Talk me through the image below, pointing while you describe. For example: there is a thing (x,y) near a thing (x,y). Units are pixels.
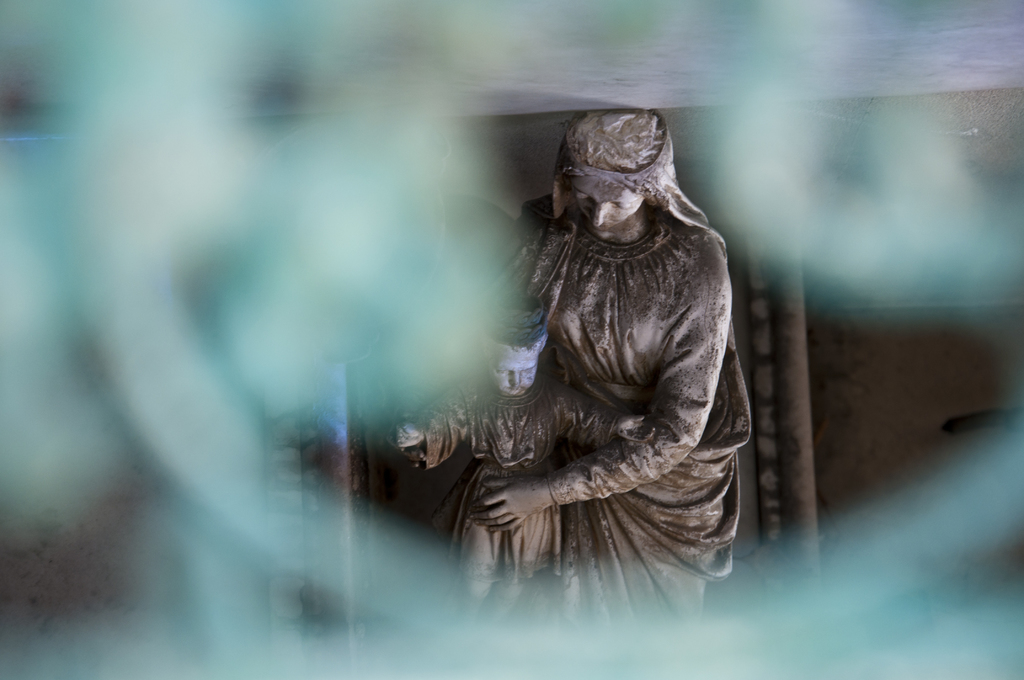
Here we can see sculptures (541,413). Surrounding it is blurry.
